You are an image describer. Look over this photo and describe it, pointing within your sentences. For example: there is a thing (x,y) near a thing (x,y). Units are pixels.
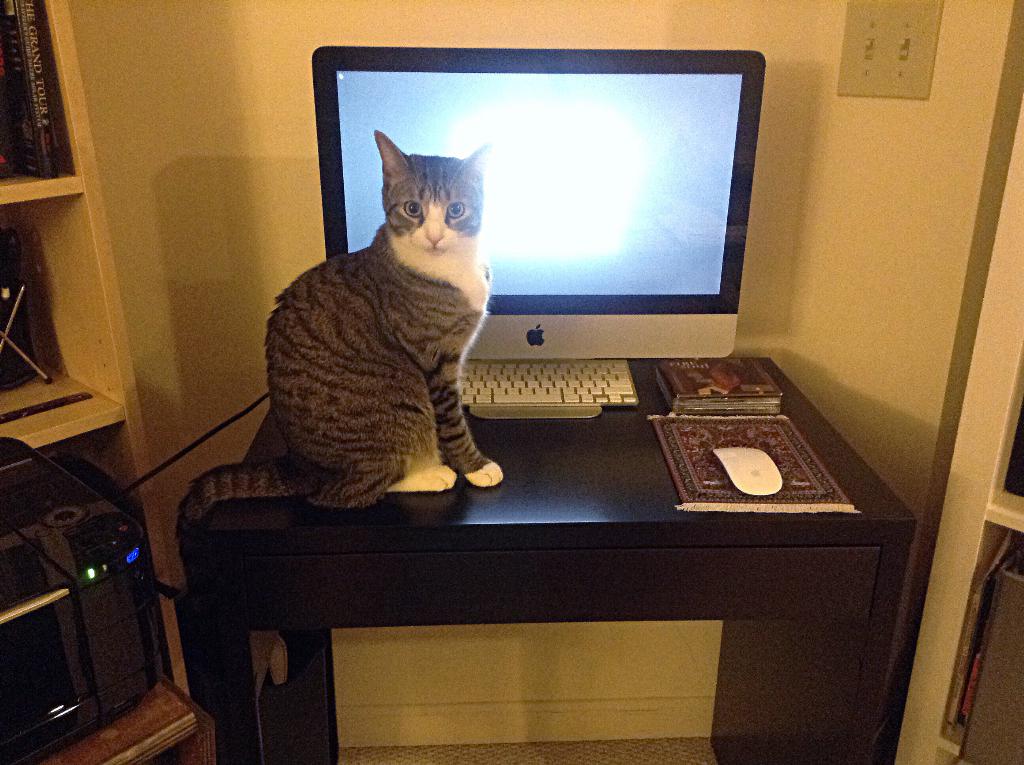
Here we can see a cat (446,167) in the front (406,409) sitting on the table (462,473) and behind that we can see monitor (473,63), keyboard (588,372) and a mouse (743,467) and there are some books (696,388) present on the table (630,439) and on the left side (119,527) we can see electronic equipments (13,455).
